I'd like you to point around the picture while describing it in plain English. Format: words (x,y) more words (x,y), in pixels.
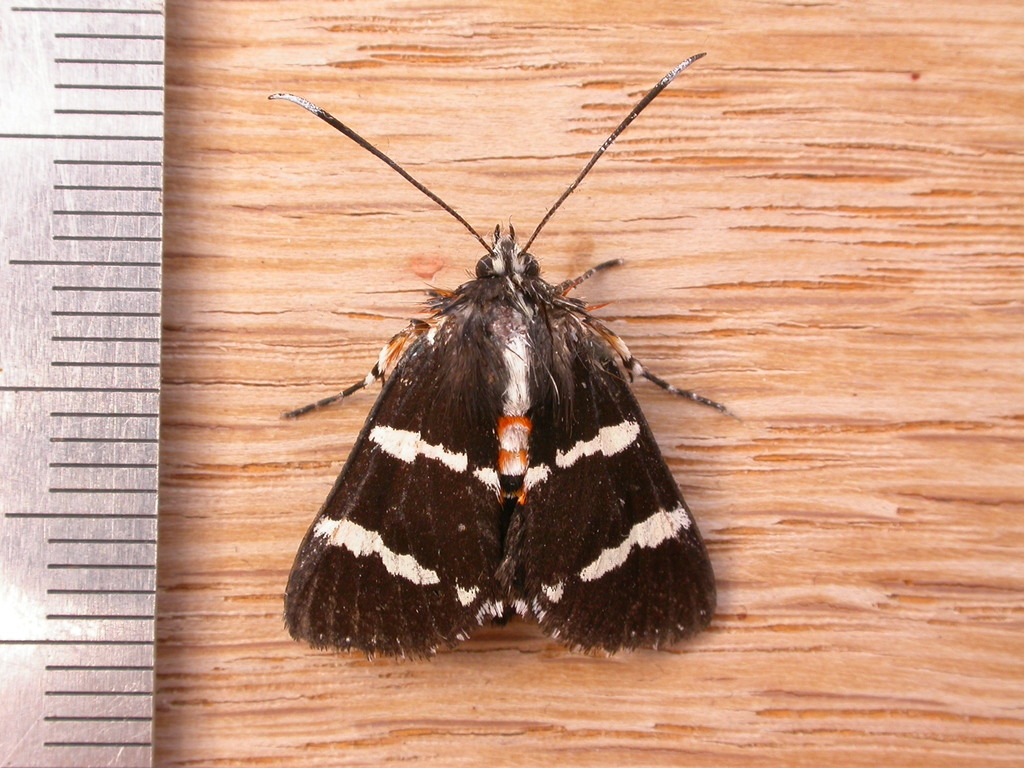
In this picture we can see a moth (569,507) in the middle (540,454), on the left side (35,530) there is a steel measuring scale (100,439), at the bottom (695,700) there is a wooden surface (679,688).
